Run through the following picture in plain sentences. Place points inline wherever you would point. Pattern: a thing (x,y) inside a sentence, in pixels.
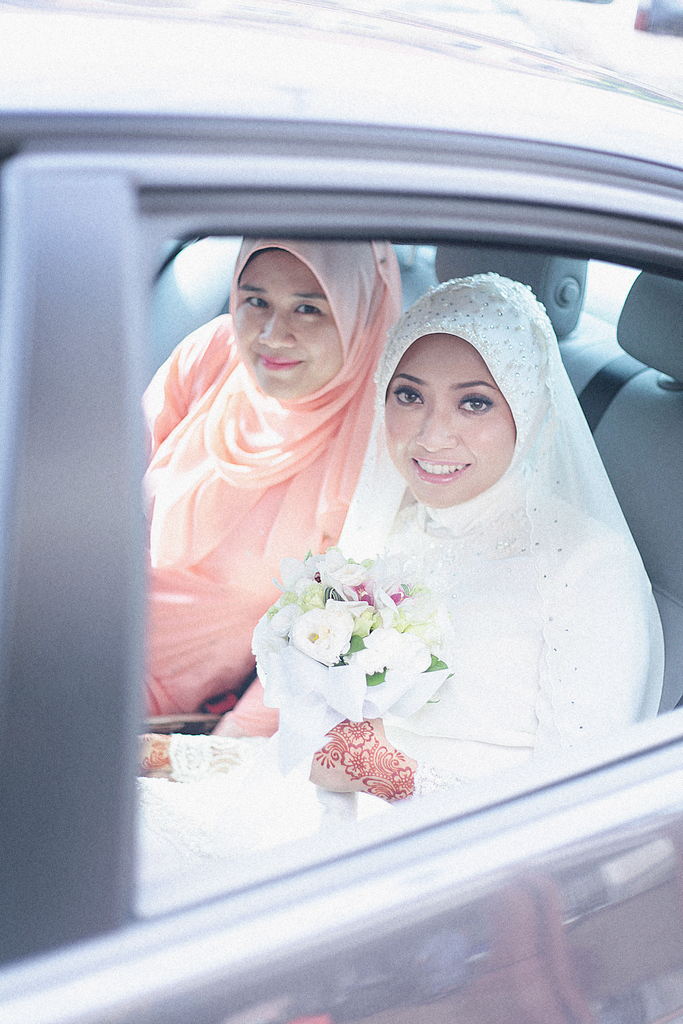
In this picture we can see two women (434,577) smiling, sitting on car (535,228) and here in this woman hands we can see flower bouquet (326,670).
